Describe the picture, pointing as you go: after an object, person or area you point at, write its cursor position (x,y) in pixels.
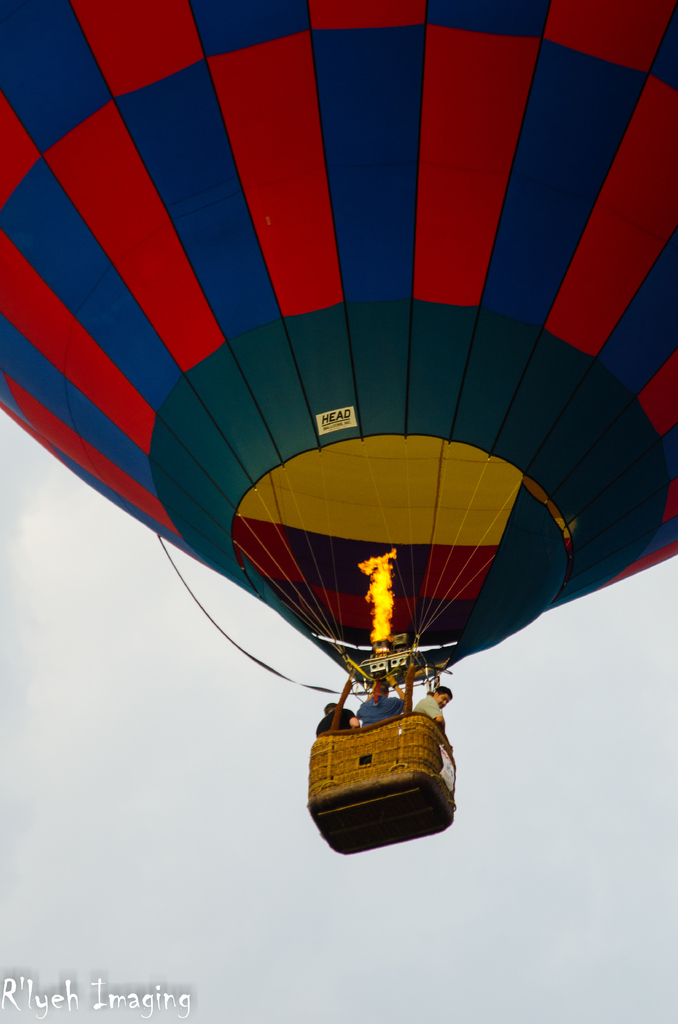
In this image there is a hot air balloon (274,178) in the air (194,722). There are a few people (363,704) standing in the basket (384,760). There is text (339,416) on the balloon (352,406). At the bottom (343,913) there is a sky (238,855). In the bottom left (100,999) there is text (109,995) on the image.
